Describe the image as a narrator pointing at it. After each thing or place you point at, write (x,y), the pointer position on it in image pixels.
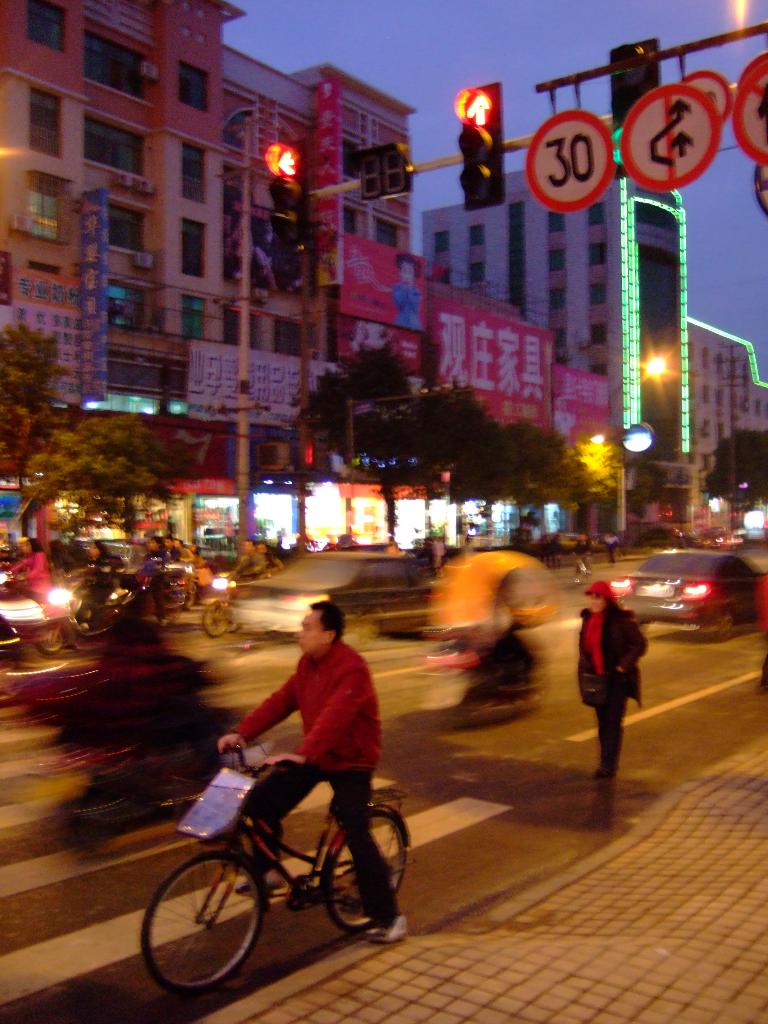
This are buildings (155,235). Vehicles (172,611) are travelling on a road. This are trees (491,455). Signal light (290,173) with poles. This are sign boards (581,159). A man (344,689) is riding a bicycle (353,845). This woman (601,749) is standing. The buildings (593,338) are with windows (134,153).
